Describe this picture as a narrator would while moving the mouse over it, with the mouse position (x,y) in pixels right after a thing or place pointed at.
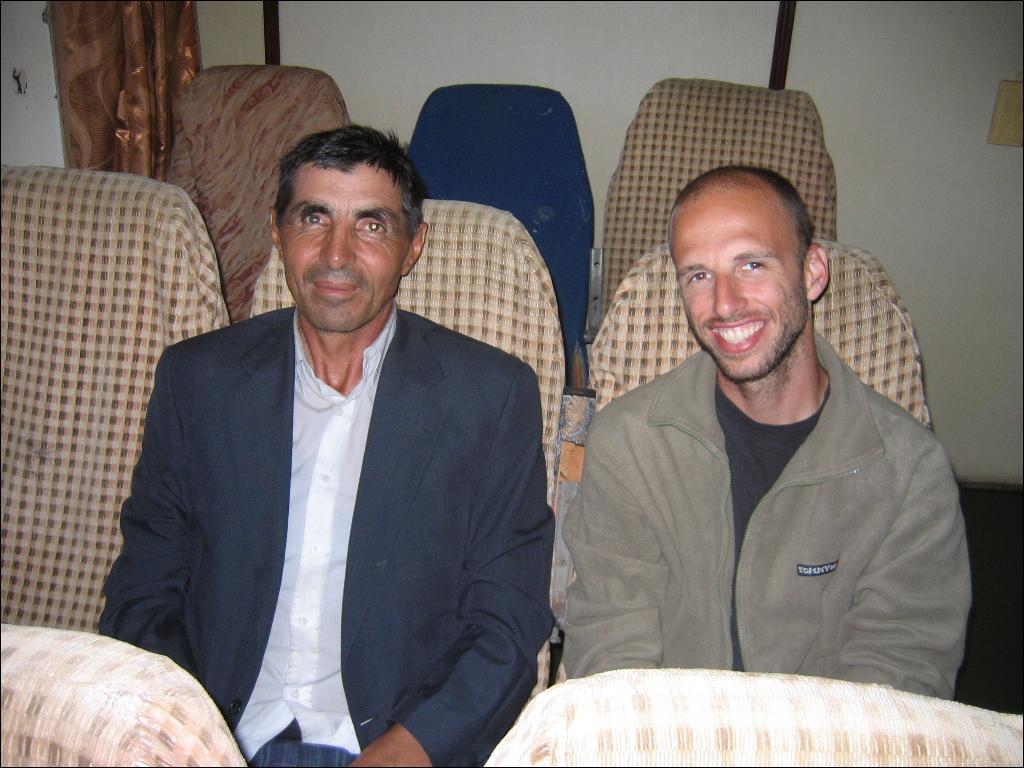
In this image we can see men (509,551) sitting on the chairs (560,519). In the background (148,76) there are walls (477,59) and a curtain (148,56).
